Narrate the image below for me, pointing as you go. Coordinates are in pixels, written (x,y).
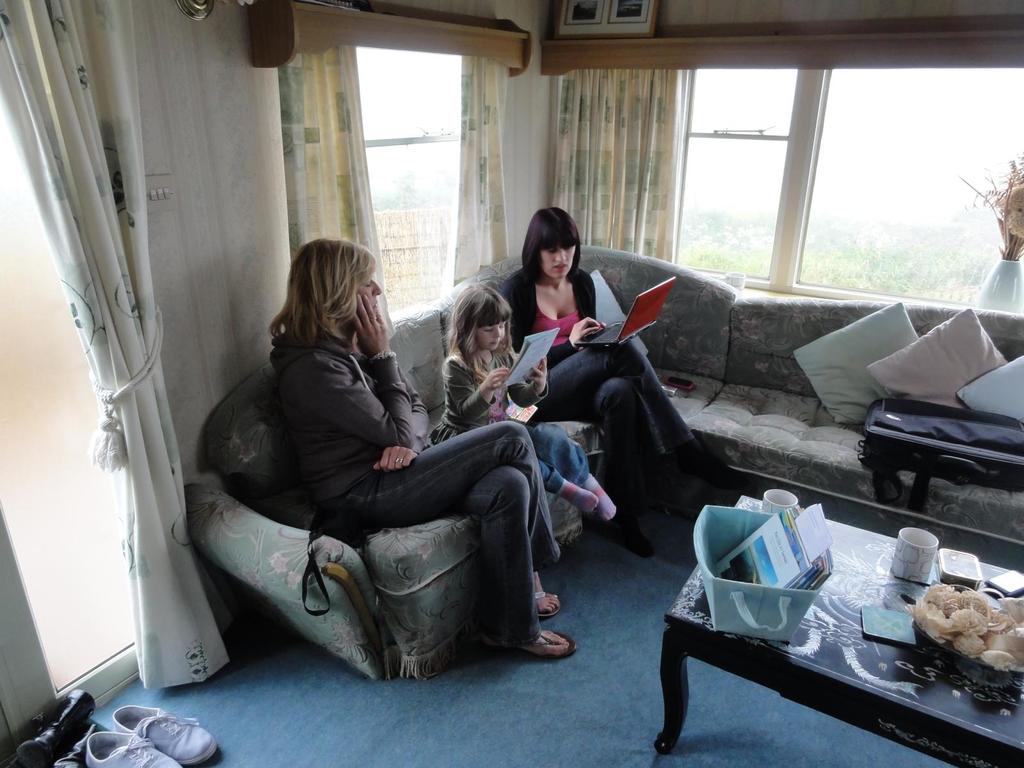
In this picture there people (345,260) sitting on the couch (677,334) two of them are women (545,300) and one girl (472,310) is reading and the other woman (635,390) is operating a laptop (622,331).
